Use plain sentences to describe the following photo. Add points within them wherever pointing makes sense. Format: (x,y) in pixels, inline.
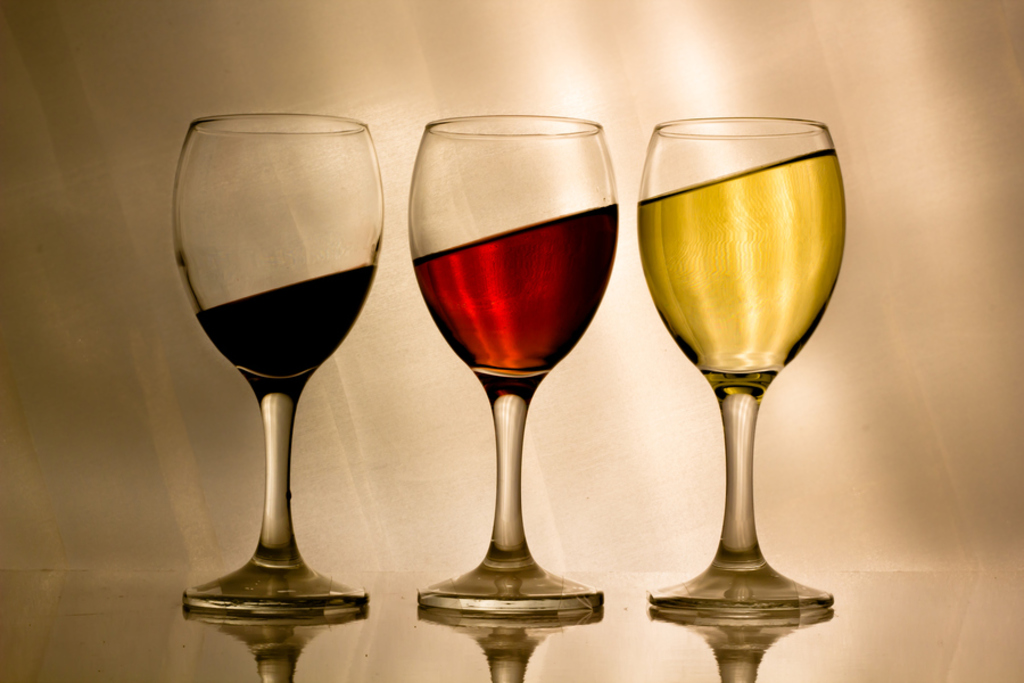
There are three glass (742,435) with drink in it of different colors.
